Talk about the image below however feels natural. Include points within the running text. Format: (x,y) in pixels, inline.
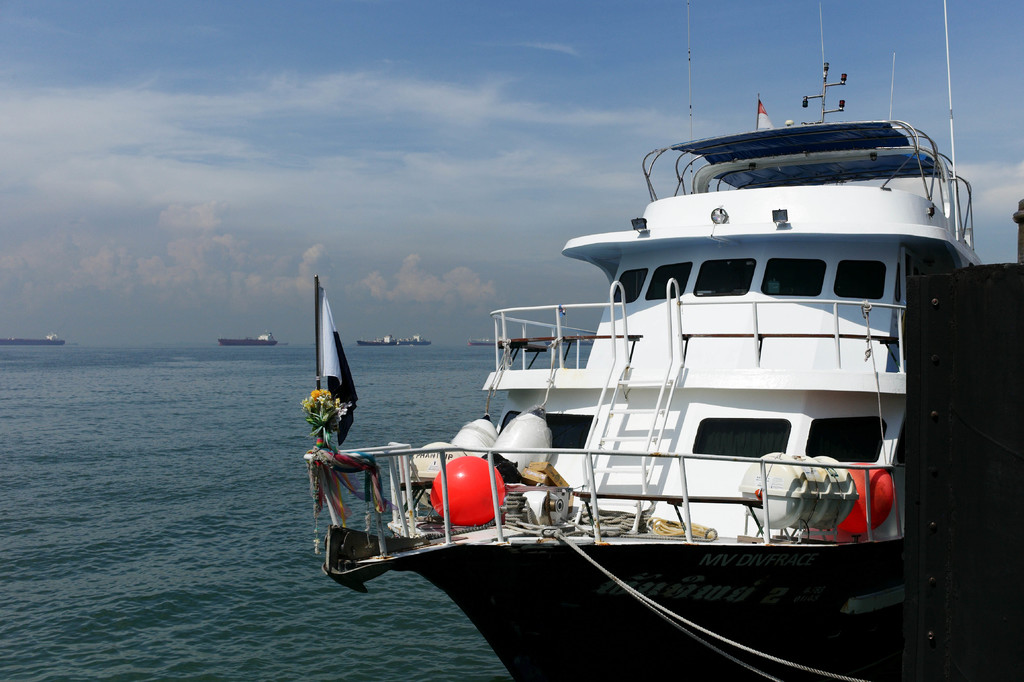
In the foreground of the image (482,501) we can see a boat (837,318) with staircase (615,468), flags (766,118), some objects (511,436), balls (471,488), flowers (315,424) and ribbons (367,464) is placed in water (333,651). In the background (464,340), we can see some ships (250,341) and the cloudy sky (274,249).
